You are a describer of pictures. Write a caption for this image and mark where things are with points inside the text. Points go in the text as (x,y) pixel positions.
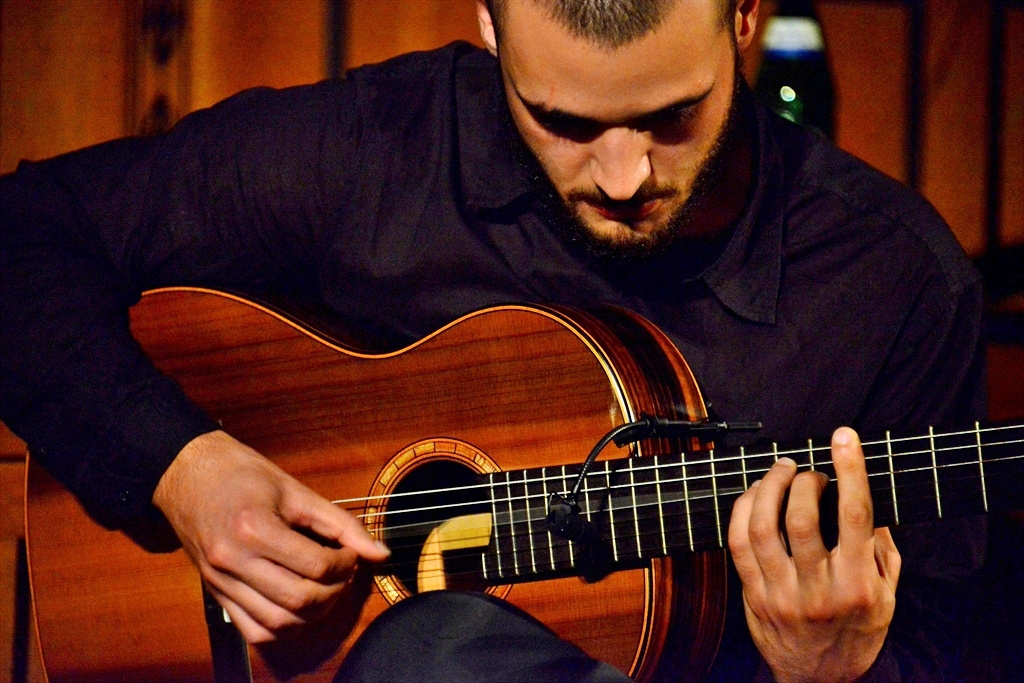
In this image i can see a man (375,333) is playing a guitar (443,427) by holding in his hands (860,625).
